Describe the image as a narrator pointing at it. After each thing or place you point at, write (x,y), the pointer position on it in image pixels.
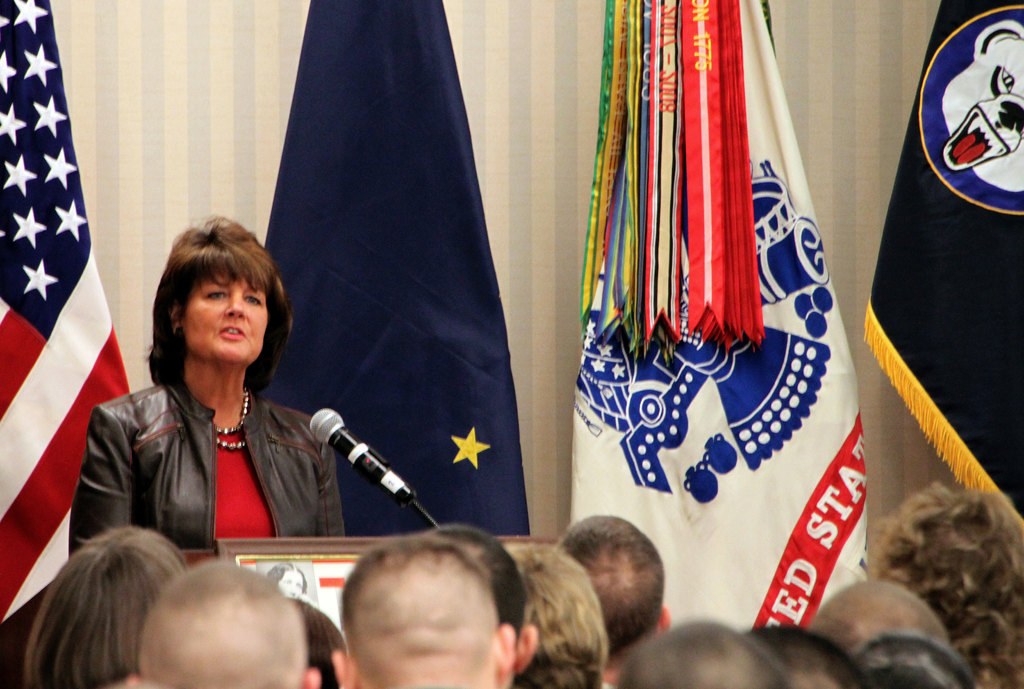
In this image we can see few people (631,610), a person (191,421) is standing near the podium (337,537) with a mic (381,469) and there are few flags (329,233) and a wall (547,160) in the background (741,99).
